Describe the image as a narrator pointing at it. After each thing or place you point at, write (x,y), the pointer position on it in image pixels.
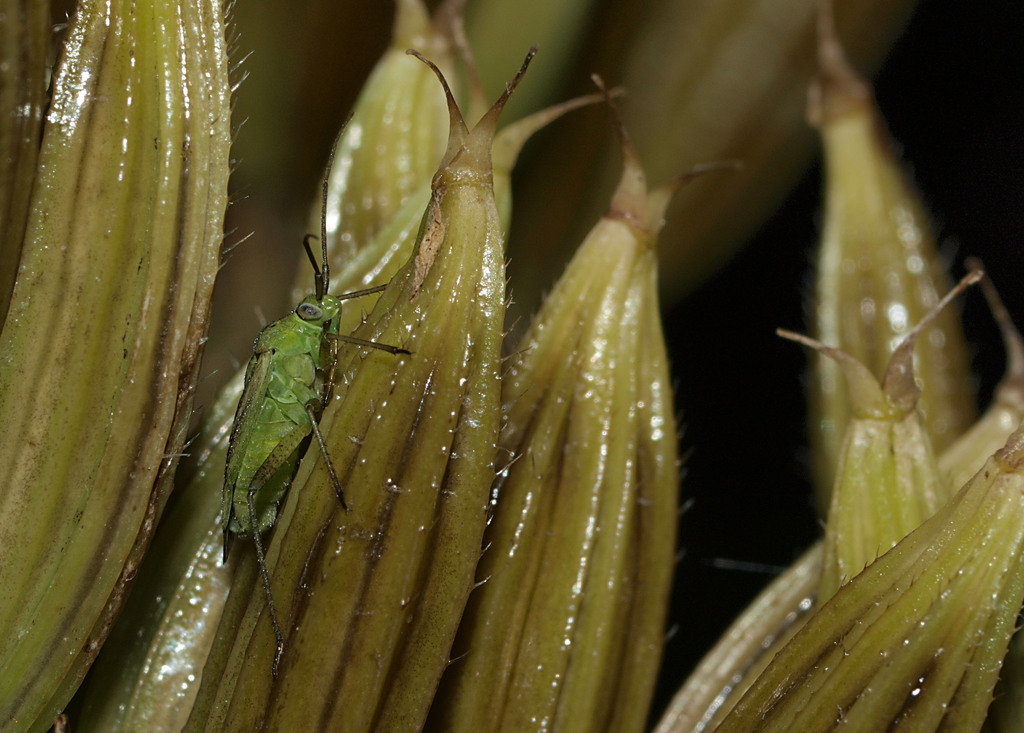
In this picture we can see the light green shining objects (492,322) and we can see a bug (393,351).
